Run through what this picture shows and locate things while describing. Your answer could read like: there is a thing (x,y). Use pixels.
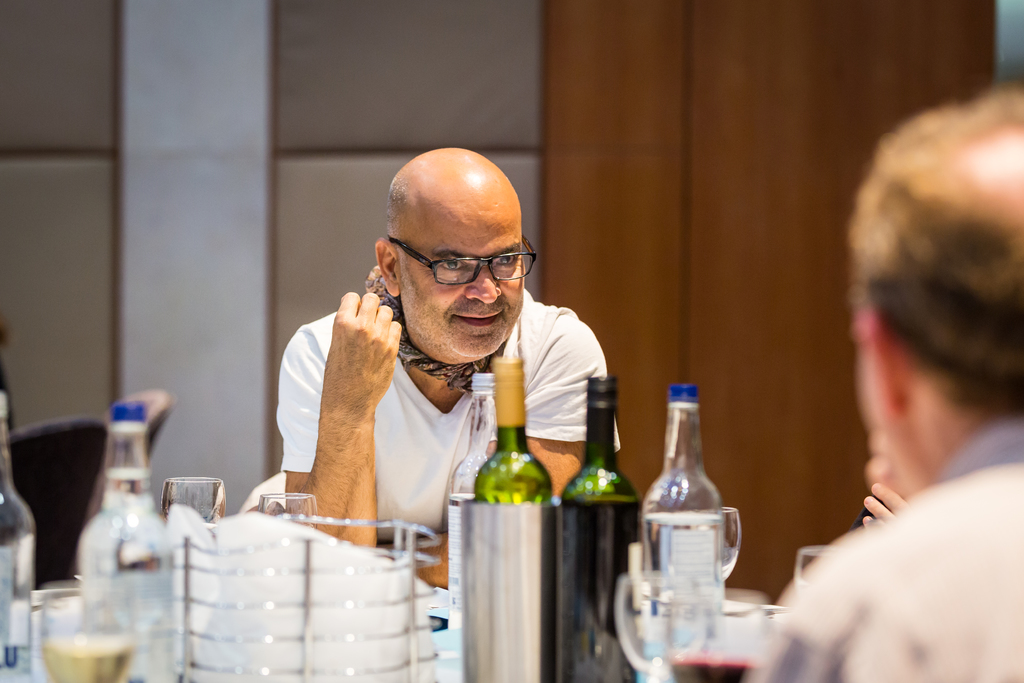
In this image we can see a two persons (571,476) sitting on the chair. On the table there is a bottle (518,411), glass (80,638). At the back side (270,160) there is a wall (323,147).
